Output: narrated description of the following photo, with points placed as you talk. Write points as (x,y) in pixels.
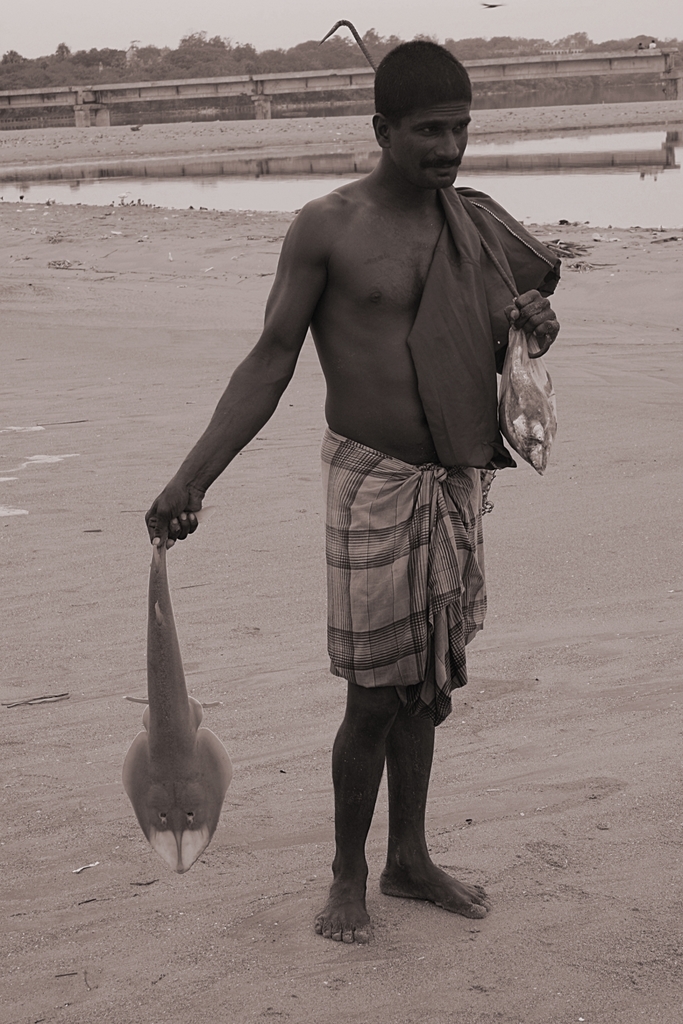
In this image I can see a person (366,448) holding fishes (537,414) and sticks (503,267) standing on floor (309,476) and I can see the lake (631,188) and bridge (56,103) and trees (62,57) and the sky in the background (53,57).
